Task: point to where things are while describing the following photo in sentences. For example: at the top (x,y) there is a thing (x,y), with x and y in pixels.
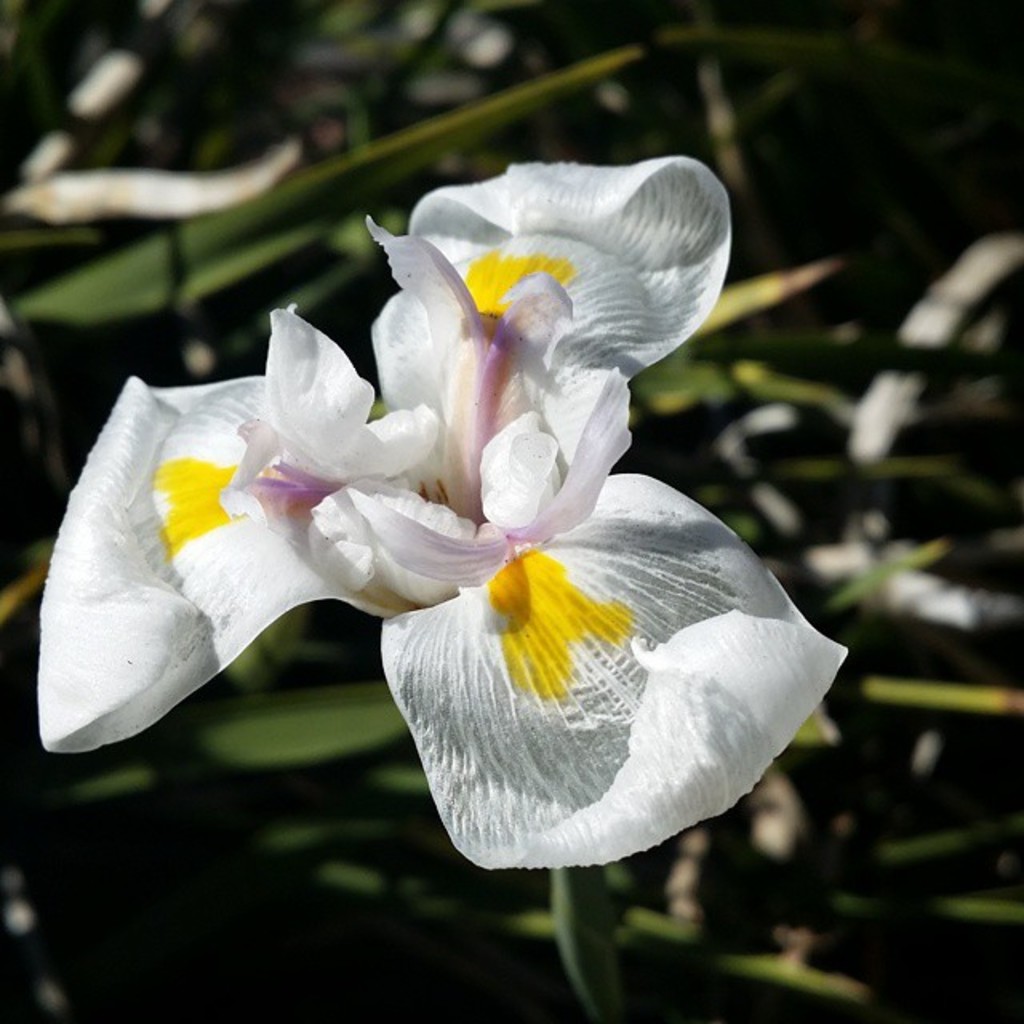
In this image we can see a flower (522,702) on the stem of a plant (610,912).
